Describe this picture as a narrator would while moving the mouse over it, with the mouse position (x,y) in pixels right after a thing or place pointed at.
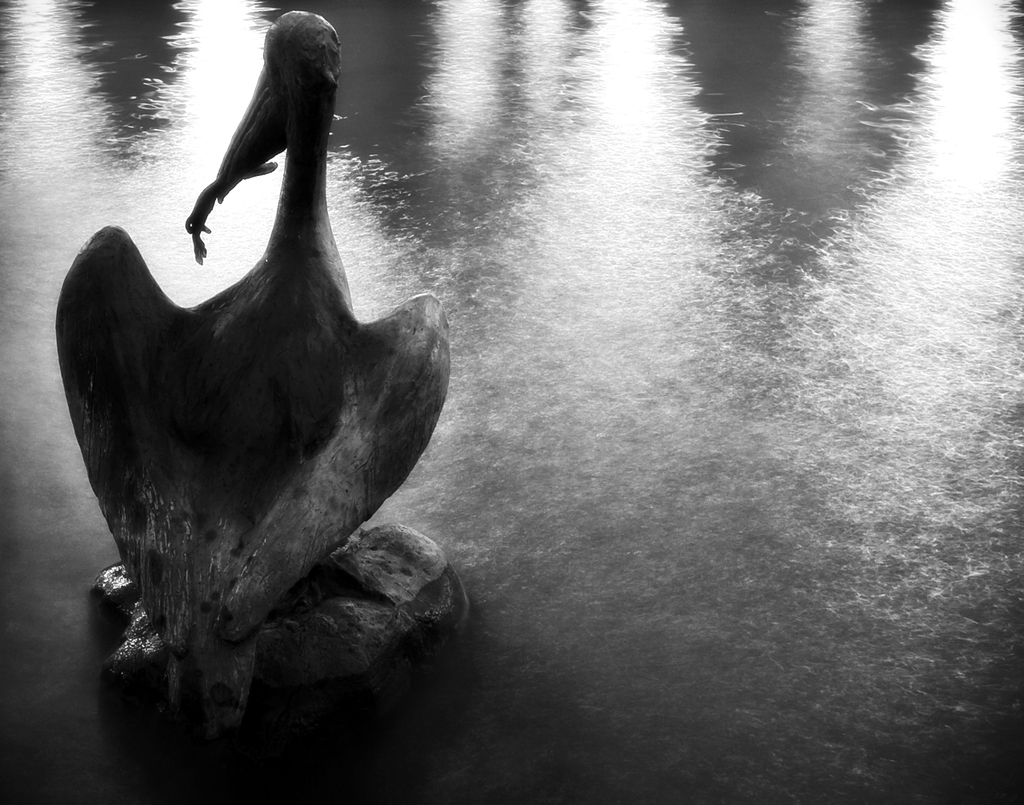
In this image there is a bird (292,181) on a stone (336,639). A frog (199,217) is there in its mouth (221,185). This is the water body (683,259).
